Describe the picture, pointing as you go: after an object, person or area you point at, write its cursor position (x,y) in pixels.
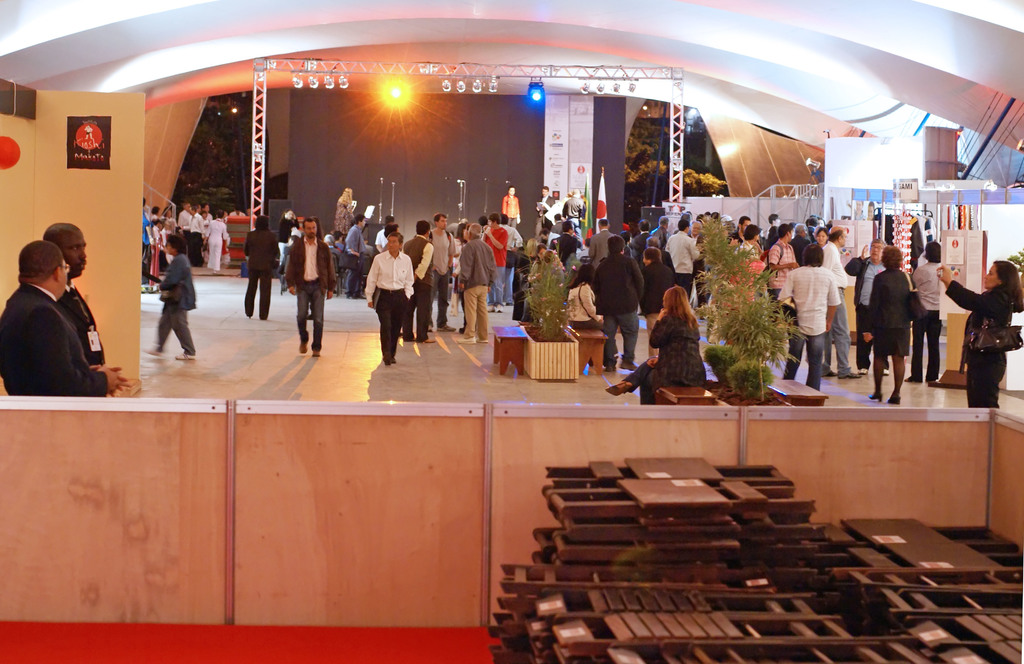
In the picture I can see a group of people (440,313) standing on the floor (371,314). I can see a few of them walking on the floor (358,307) and there are a few people (579,234) having a conversation. There is a woman (997,310) on the right side (1013,306) carrying a handbag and looks like she is capturing an image. In the foreground (279,545) I can see the wooden fence (281,526). In the background (296,173), I can see the screen (360,140) and decorative lights (386,83).
